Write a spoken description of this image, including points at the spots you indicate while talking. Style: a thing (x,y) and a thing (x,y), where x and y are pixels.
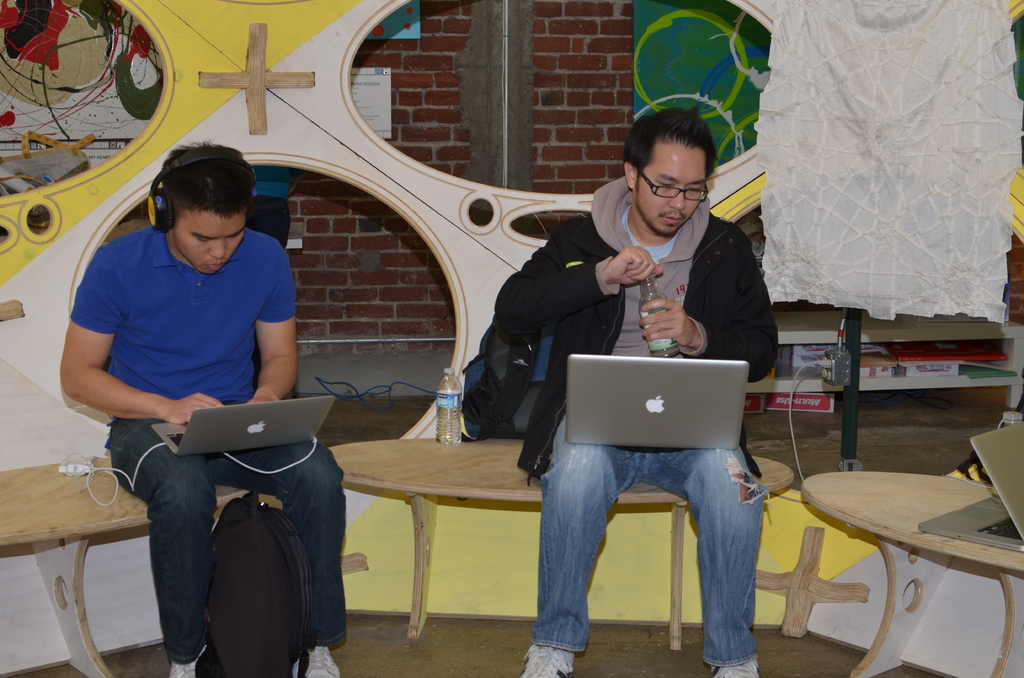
These persons (577,629) are sitting on the bench (424,589) and looking into the laptop (224,442). This person (591,335) is wearing a sweater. He is wearing headset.
